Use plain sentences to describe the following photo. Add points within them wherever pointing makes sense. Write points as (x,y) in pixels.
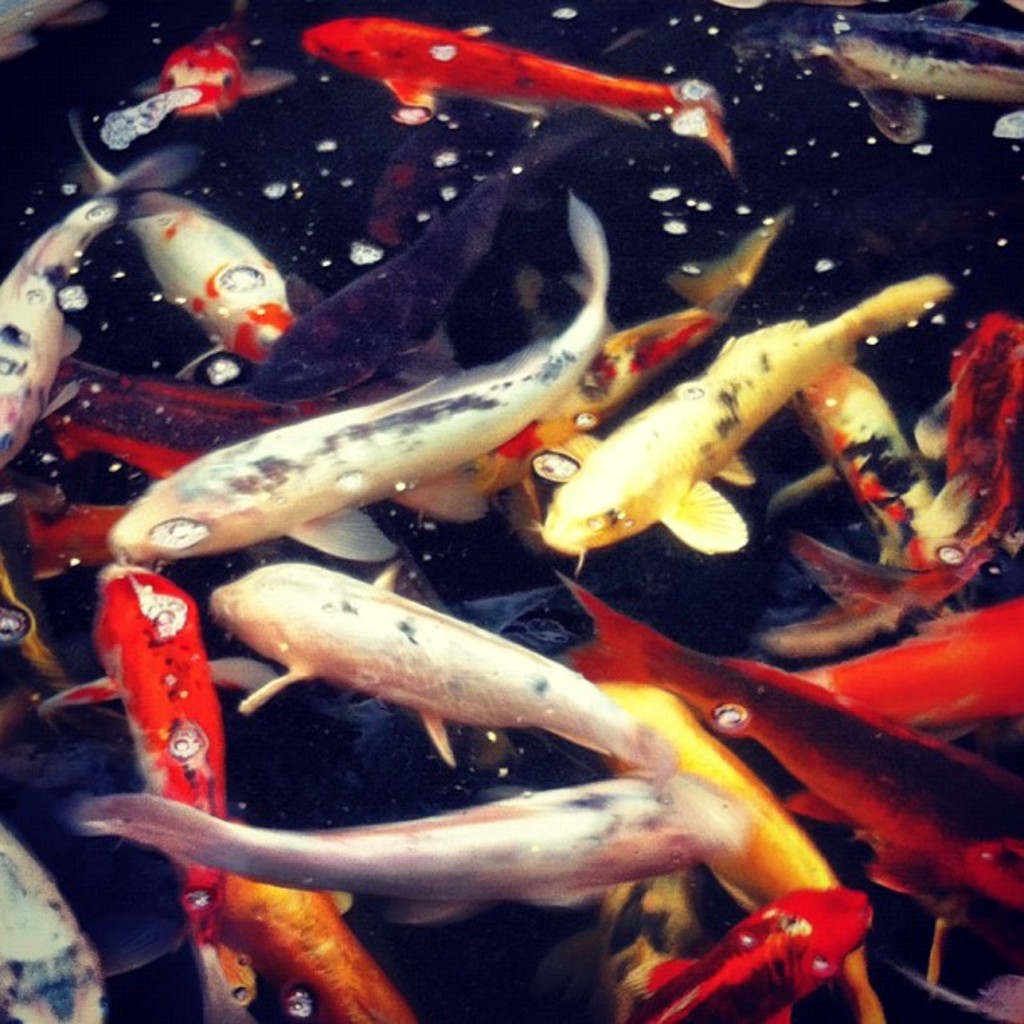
In the image we can see some fishes (365,46) in the water (286,270).
